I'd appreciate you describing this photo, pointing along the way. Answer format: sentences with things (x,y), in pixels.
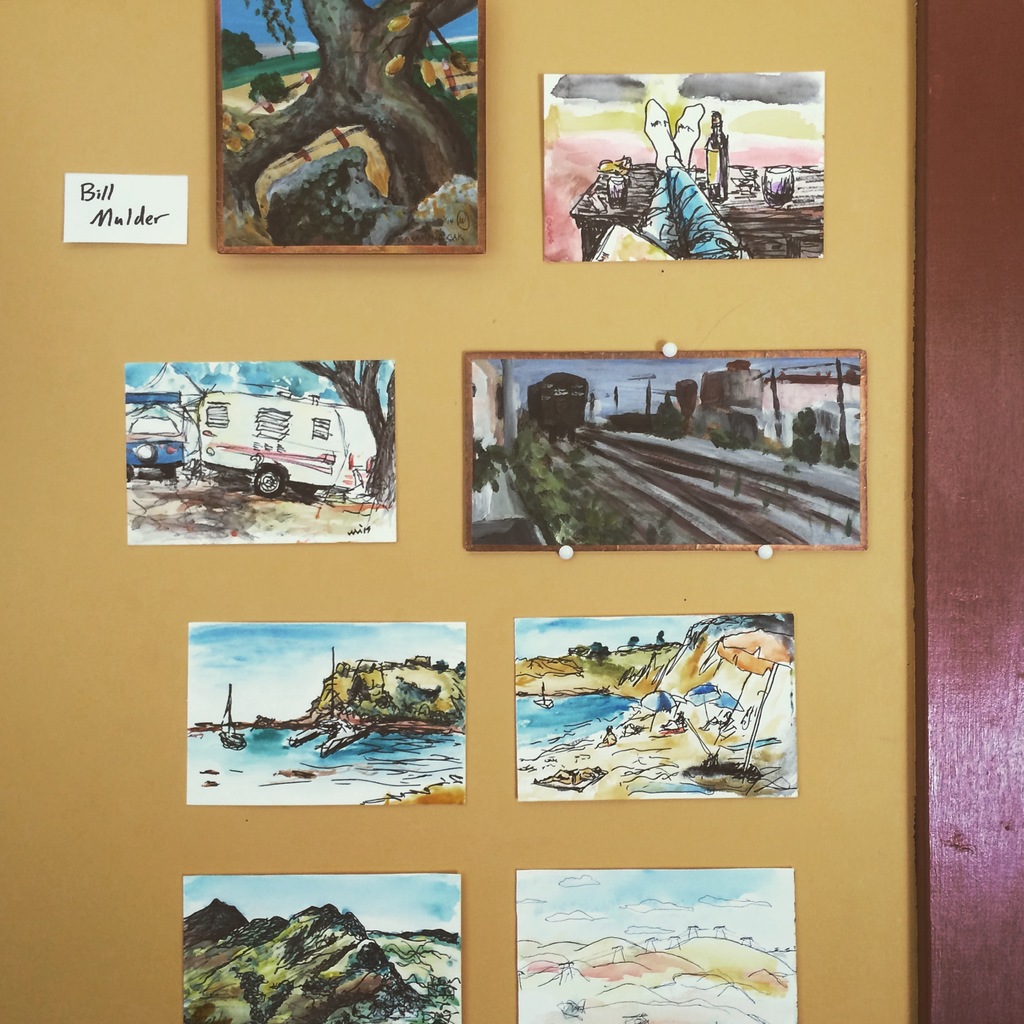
There are posters (248,233) and frames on the wall (647,295) in the foreground area of the image (535,518), there is text (140,215) on a small paper (95,209) on the left side (117,194).
